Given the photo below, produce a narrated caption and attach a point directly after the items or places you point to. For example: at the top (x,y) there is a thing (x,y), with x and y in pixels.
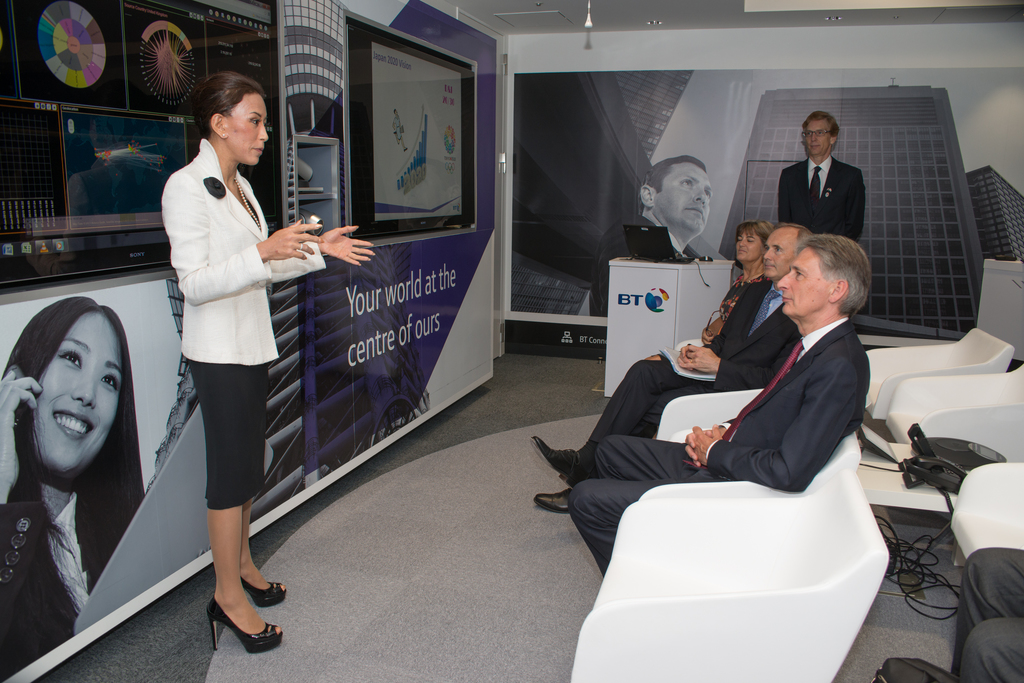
This image is taken from inside. In this image there is a lady (247,432) standing, in front of them there are a few people (735,376) sitting on the chairs (825,505) and there is a person (845,167) standing, beside the person (855,217) there are few objects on the table (888,492), back of them there are few cables (937,536) and telephone (933,453) on the table (901,473), In the background (639,133) there is a wall (658,115). On the left side of the image (64,268) there is a wall (386,186) with images (120,190) and text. At the top of the image (626,1) there is a ceiling (613,9) with lights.
